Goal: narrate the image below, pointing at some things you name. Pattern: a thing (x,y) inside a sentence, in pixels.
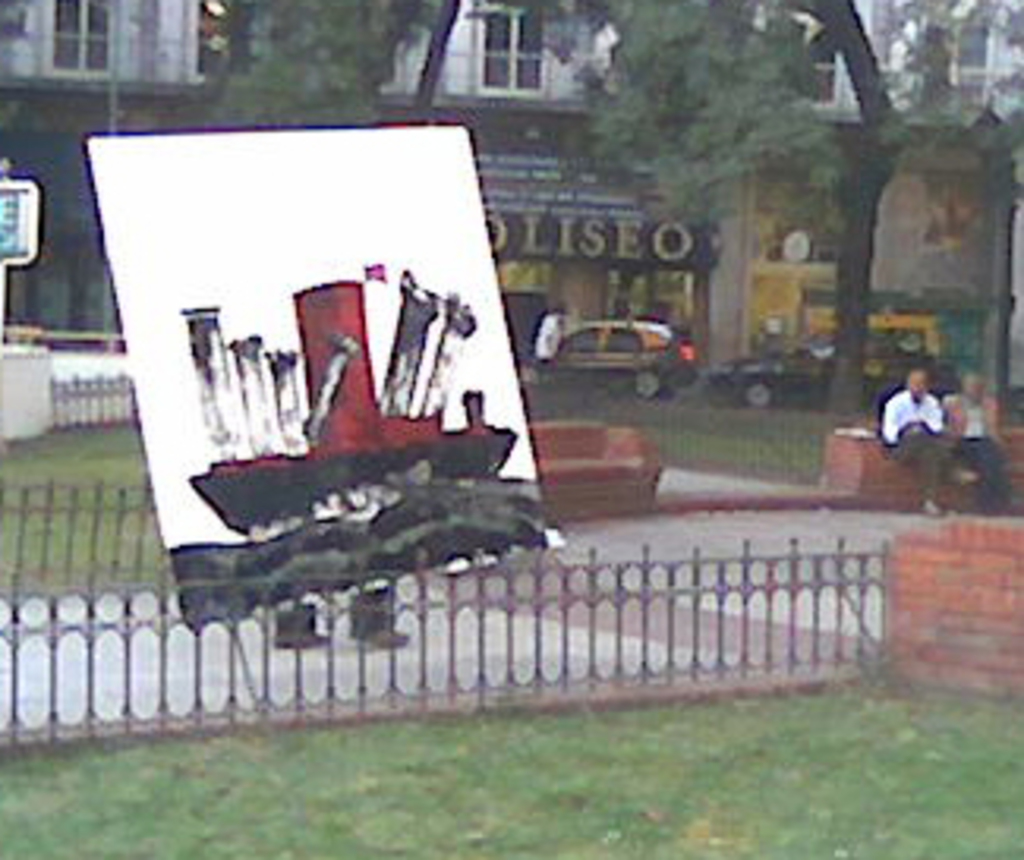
In this image, we can see grass (526,772) on the ground (211,786), at some area, there is a fence (839,596), we can see the poster (359,137), there are two persons (901,457) sitting on the wall (869,466), we can see some trees (854,128), there are some cars (889,376), we can see the building (76,179).
